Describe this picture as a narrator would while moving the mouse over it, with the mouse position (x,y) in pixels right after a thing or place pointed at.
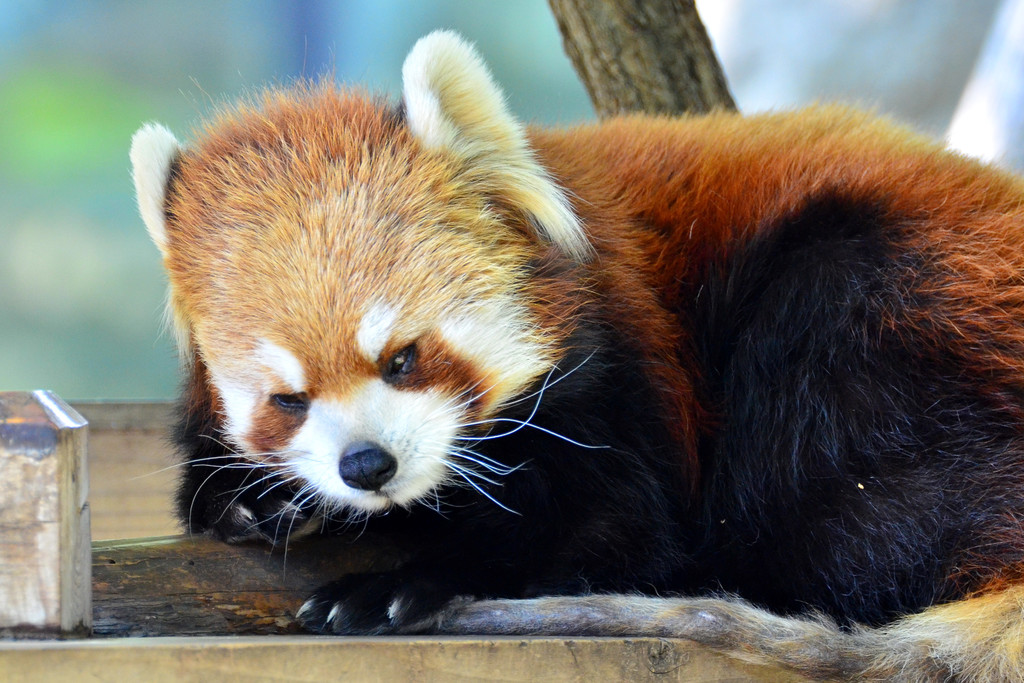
In this image in the front (558,303) there is an animal (685,456). In the center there is a tree trunk (640,72) and the background (826,72) is blurry.
